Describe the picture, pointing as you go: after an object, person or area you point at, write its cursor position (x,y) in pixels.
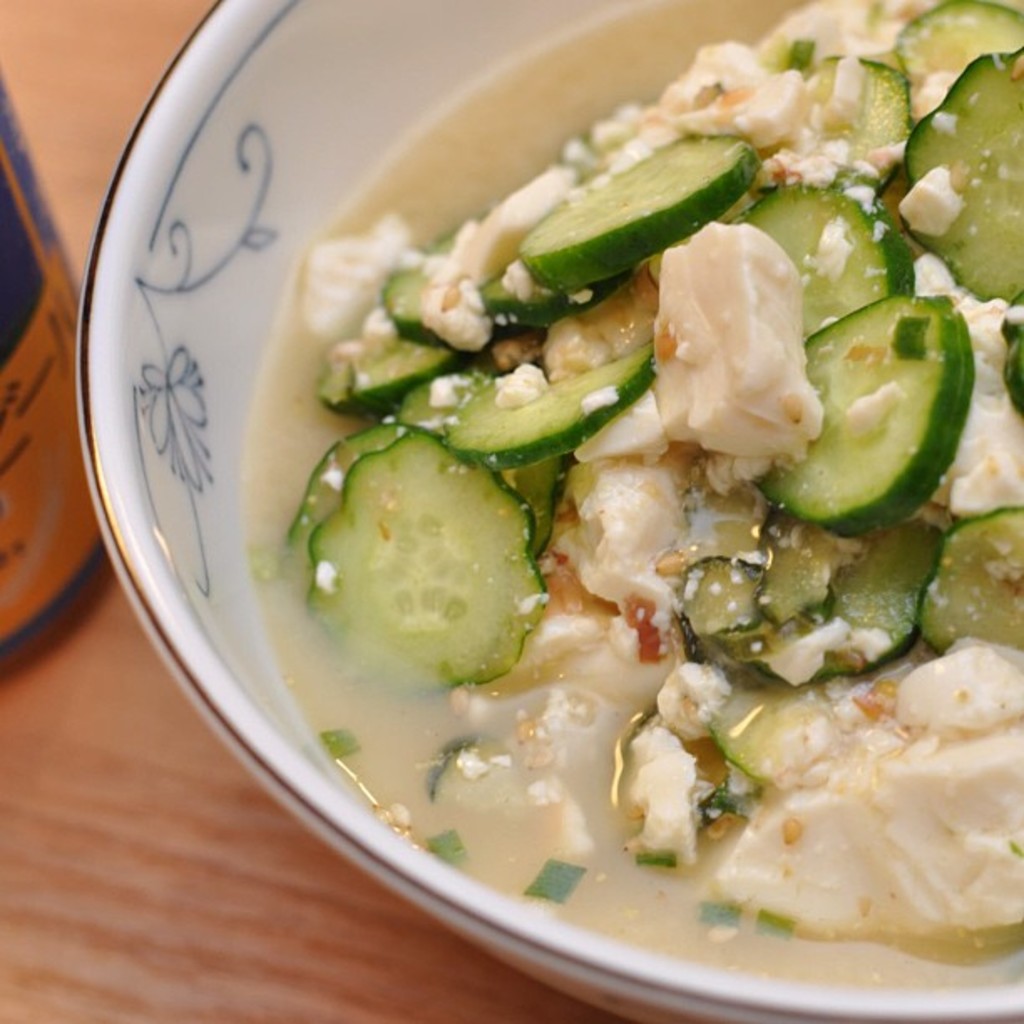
In this image there is some food (609,510) kept in a white color bowl (332,83) as we can see at right side of this image (707,494) and there is one object (43,434) at left side of this image (44,479).
